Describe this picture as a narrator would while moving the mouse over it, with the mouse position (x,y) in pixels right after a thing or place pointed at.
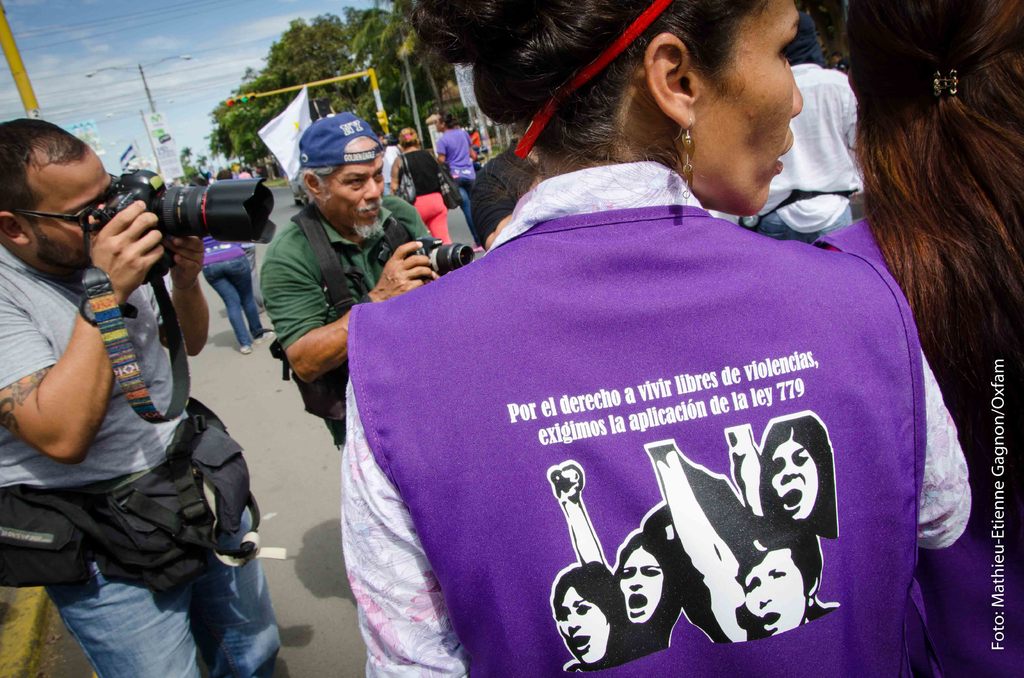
In this picture we can see 2 people (15,375) holding cameras (127,186) and looking at someone (578,196). There are many other people (771,339) on the road (282,215) surrounded by trees (396,73). The sky (201,70) is blue.
